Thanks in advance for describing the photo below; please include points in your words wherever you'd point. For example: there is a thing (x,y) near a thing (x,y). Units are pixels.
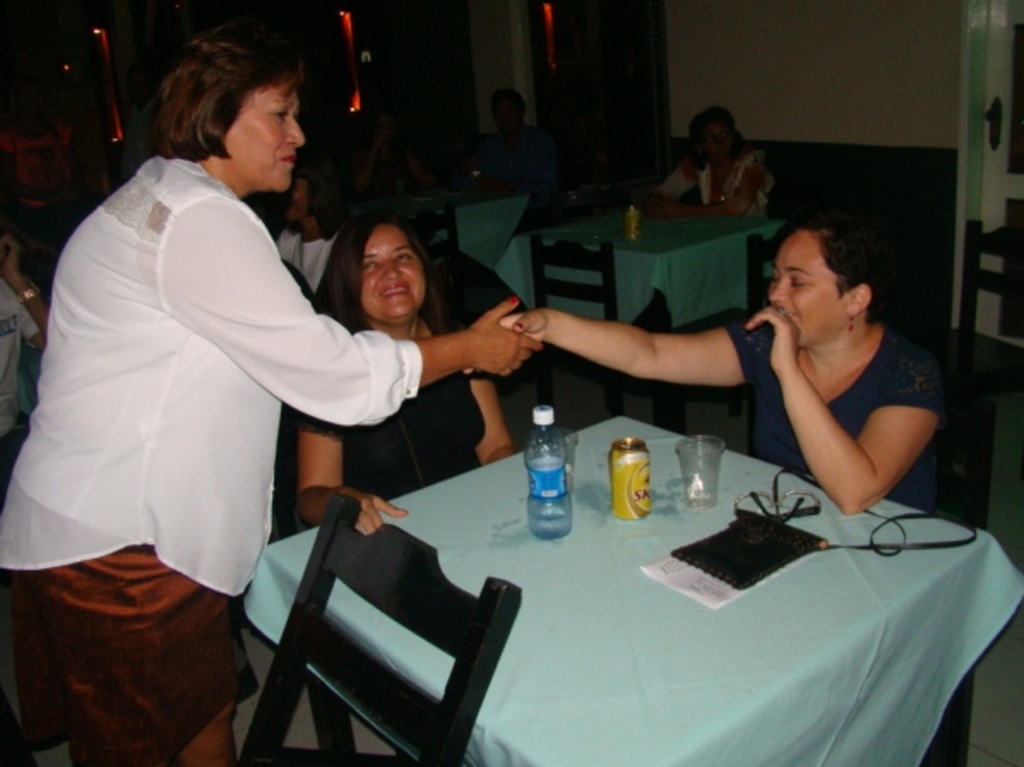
In this image we can see three women (829,377) near the table (766,464). There are water bottle (548,477), glasses (686,463), tin (619,490) and a bag (739,534) placed on the table (720,523). In the background of the image (727,130) we can see few more people (711,152).
